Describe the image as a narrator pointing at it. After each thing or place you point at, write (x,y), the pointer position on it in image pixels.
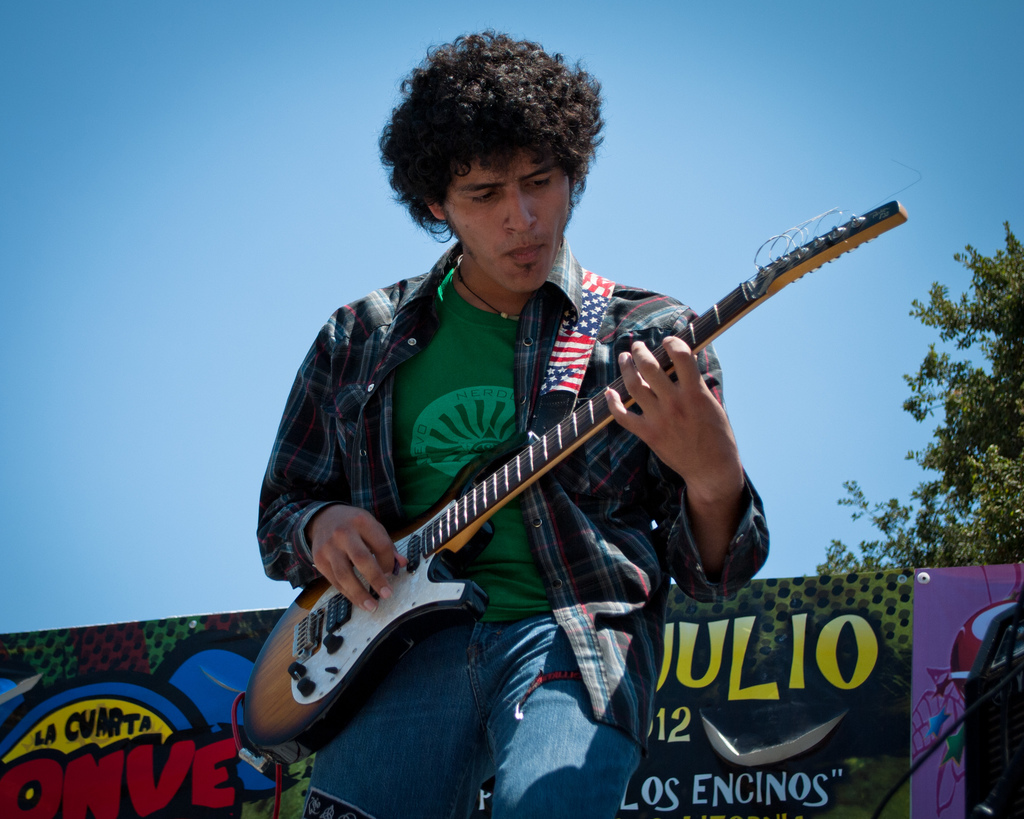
In the center of the image (612,382) there is a man (606,781) playing a guitar (465,531). He is wearing a green shirt (480,408). In the background (812,656) there is a board (894,614), tree (940,481) and a sky (798,123).
